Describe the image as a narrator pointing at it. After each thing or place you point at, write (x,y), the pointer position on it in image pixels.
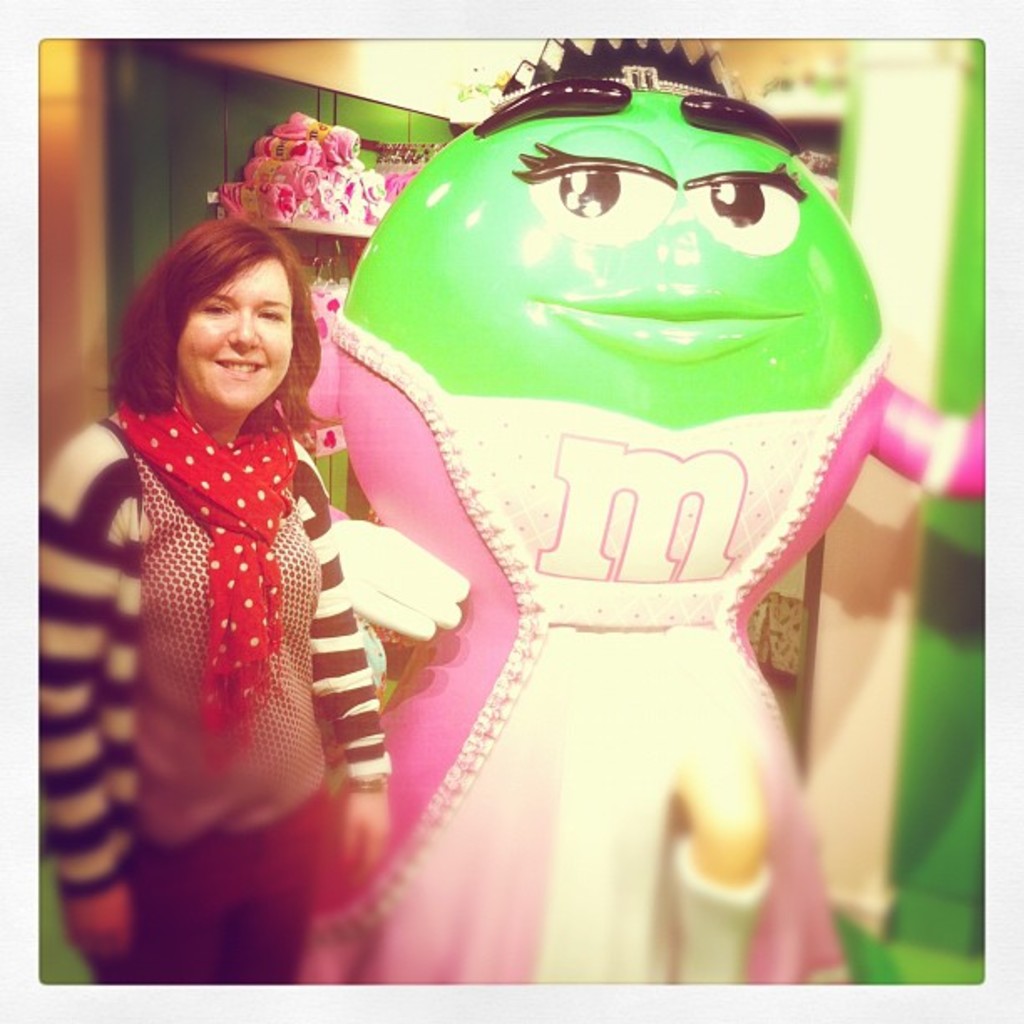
In this image, we can see a woman (327,692) standing beside a doll statue (500,688) and smiling. In the background (281,208), we can see few things (287,219) are placed on the shelf (361,232). On the right side of the image (923,539), there is a blur view.
